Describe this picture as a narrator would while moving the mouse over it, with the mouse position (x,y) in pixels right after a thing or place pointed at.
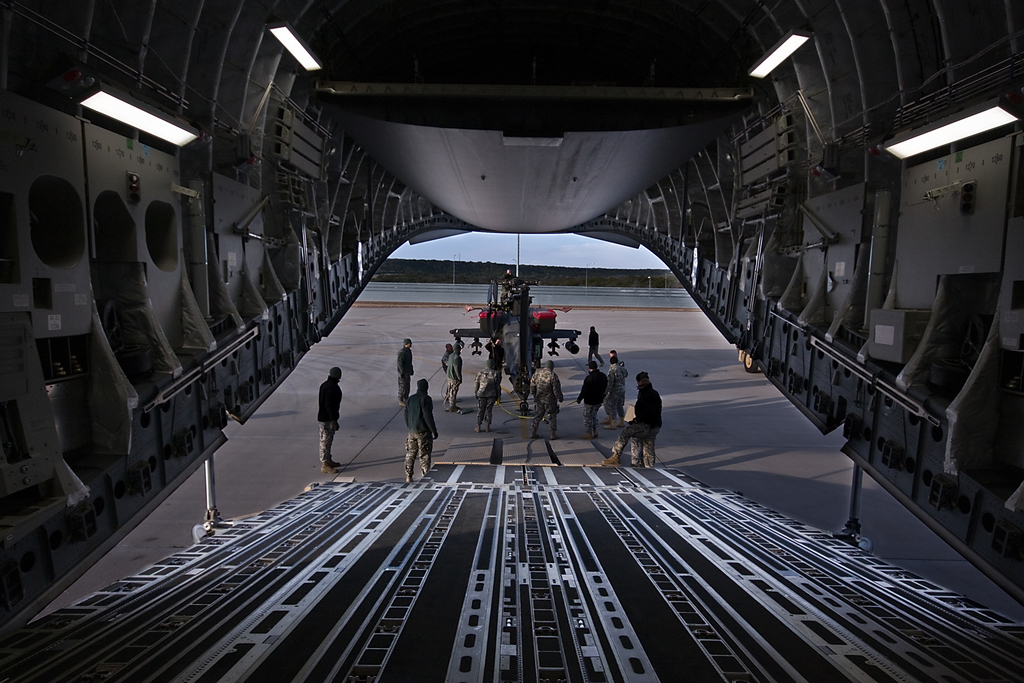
This is an inside picture of an aircraft (543,625). We can see the ramp (519,564) and we can see some people (588,397) standing. In the center (522,350) we can see the helicopter (528,318). We can also see a pole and some fence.
